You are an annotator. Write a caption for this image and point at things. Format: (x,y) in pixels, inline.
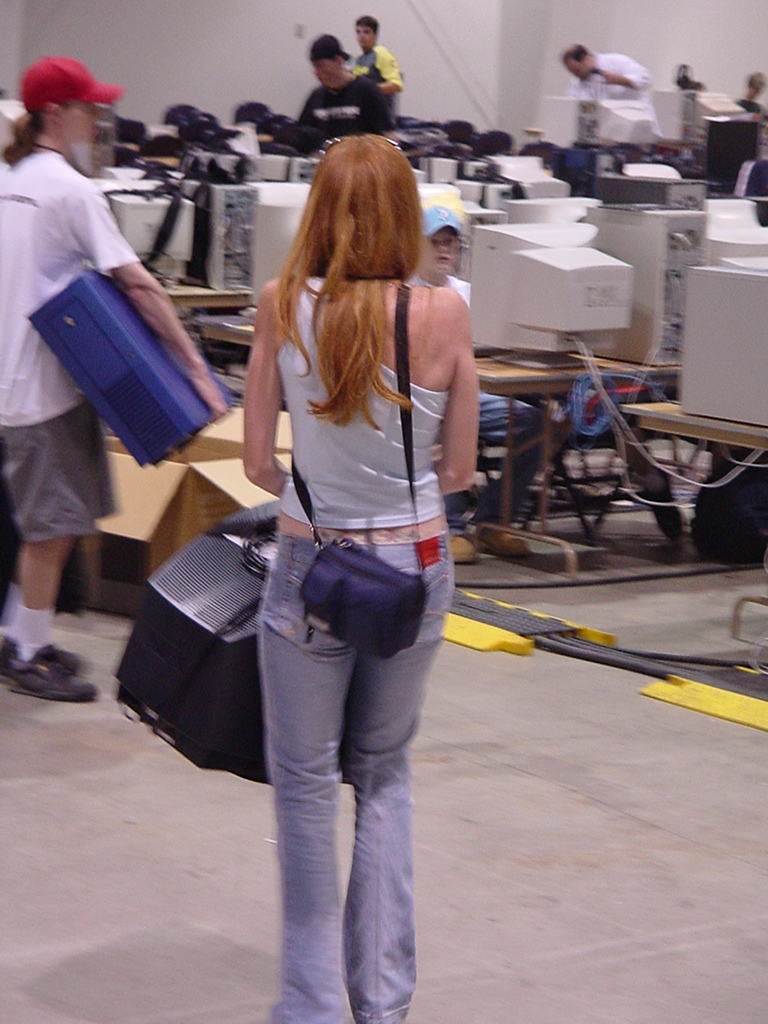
In this image I can see a group of people (409,290) on the floor (511,764), PCs (641,275) on tables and some objects (306,495). In the background (520,31) I can see a wall (553,67). This image is taken, may be in a hall (709,781).
